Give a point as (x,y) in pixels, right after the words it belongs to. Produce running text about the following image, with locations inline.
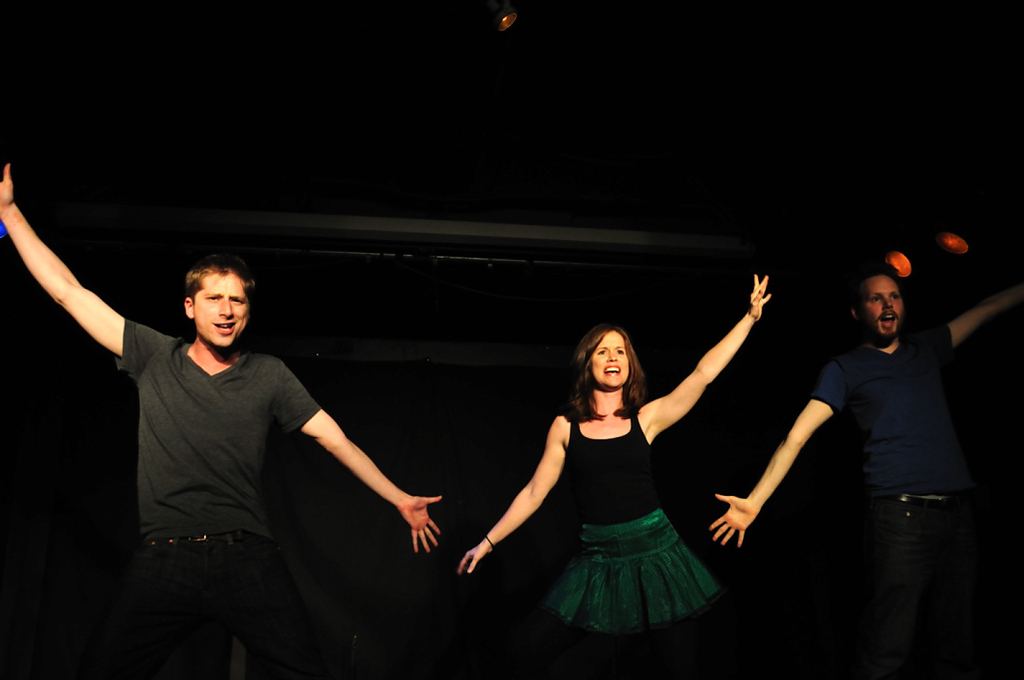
In this image we can see few people (639,484). In the background (621,194) it is dark.
